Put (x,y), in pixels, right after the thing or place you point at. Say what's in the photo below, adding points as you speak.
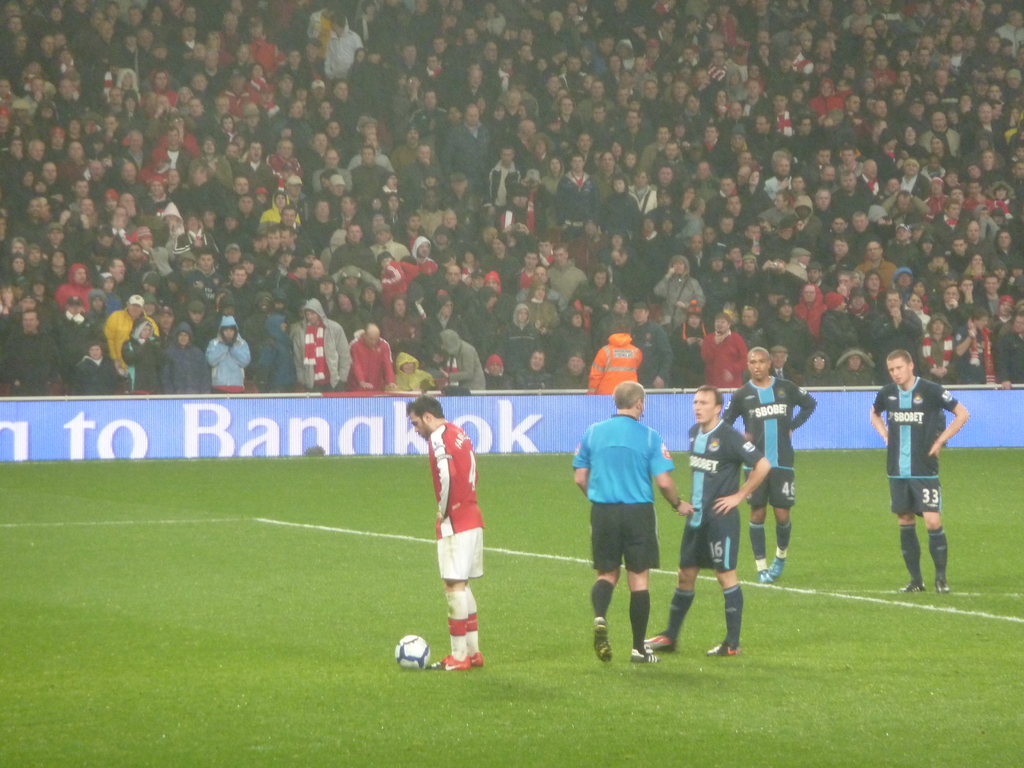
In this image there are persons (770,421) standing, there is ball (412,663) on the ground (385,633) and there is grass (205,579) on the ground (253,570). In the background (329,399) there is board (290,411) with some text (327,416) written on it and there are persons (370,243) standing and sitting.
